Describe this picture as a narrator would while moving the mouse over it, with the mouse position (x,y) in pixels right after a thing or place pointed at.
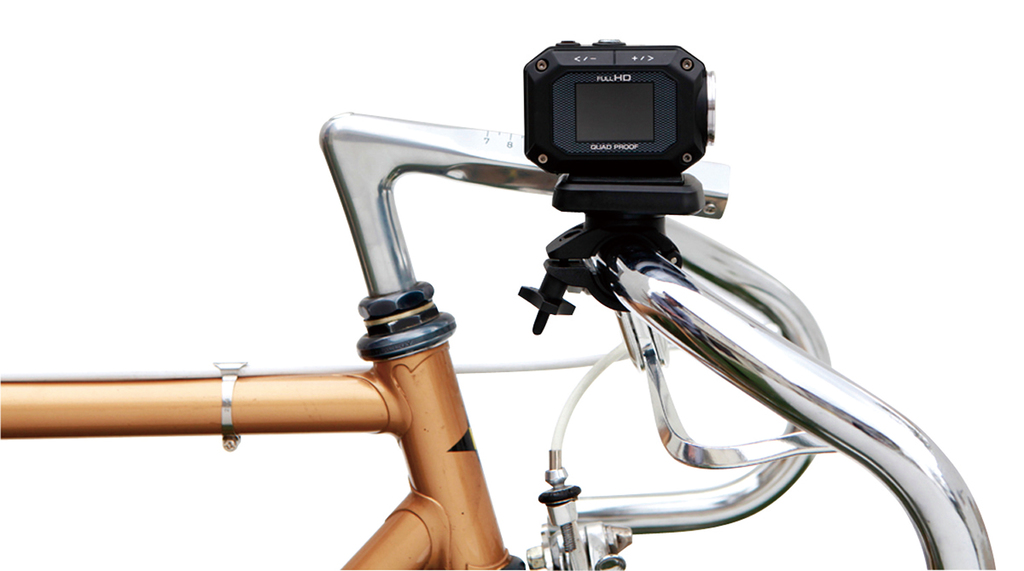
In this image I can see a part of a bicycle (393,429). I can see a device (637,123) on it.
